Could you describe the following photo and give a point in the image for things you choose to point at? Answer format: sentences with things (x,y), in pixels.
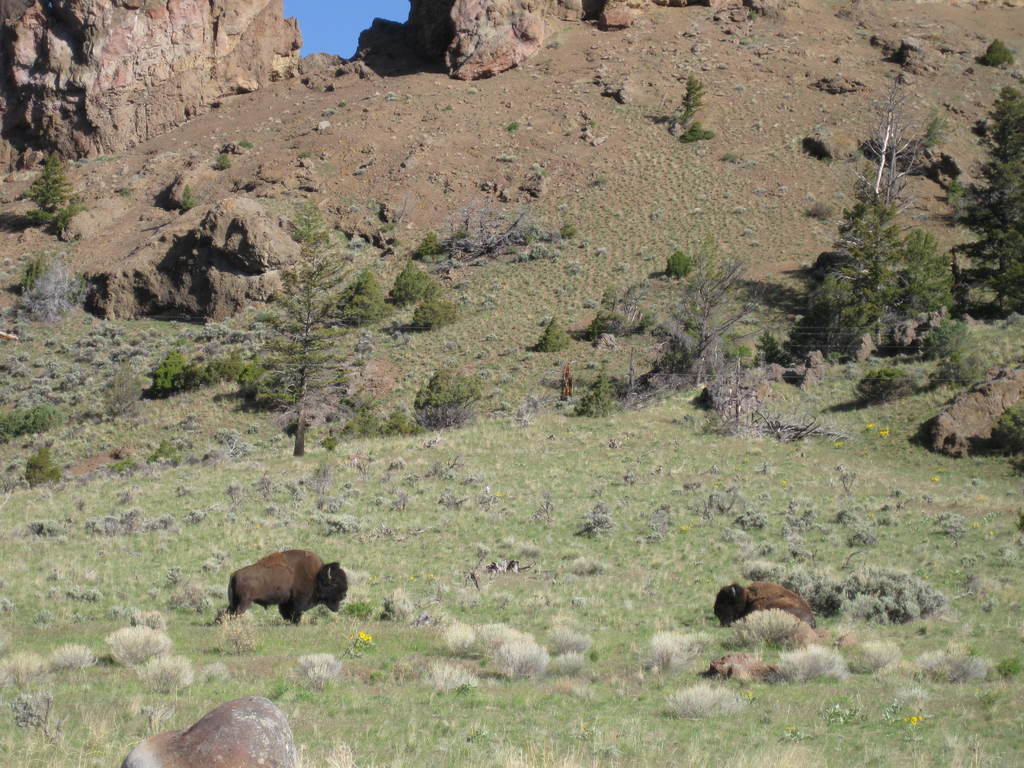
In the image we can see there are two bison (283,576) on the ground (503,659) and the ground (521,612) is covered with grass (414,479) and behind there are lot of trees (319,274). There are hills (306,69) at the back (306,69).
